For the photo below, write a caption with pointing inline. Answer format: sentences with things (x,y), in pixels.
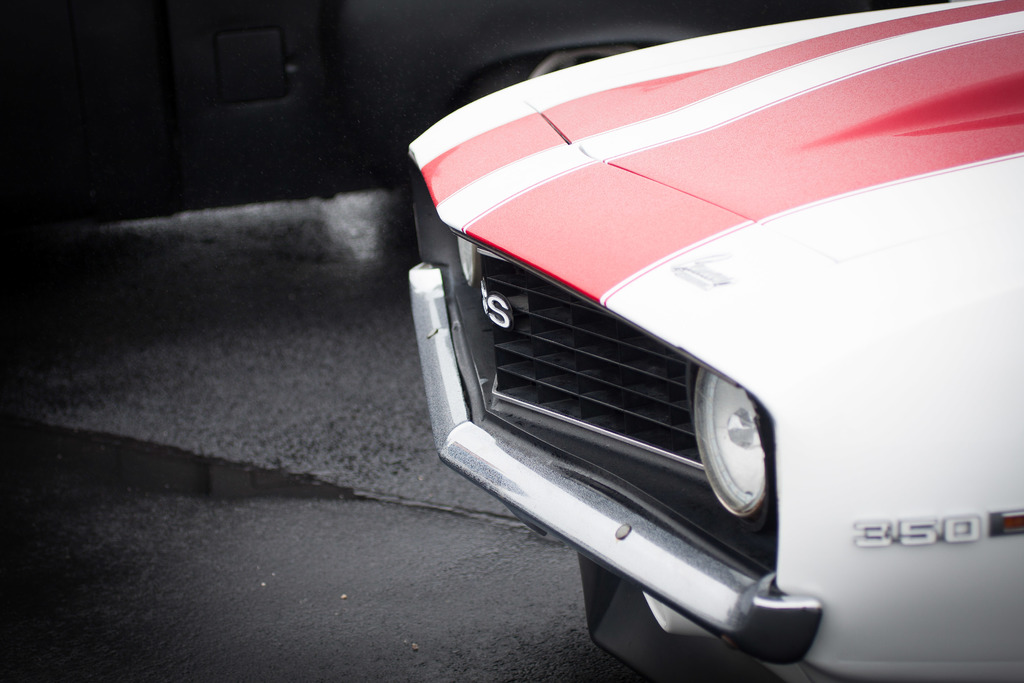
In this image we can see the front part (737,274) of the car (864,278). There are two headlights (735,482) and a bumper (567,504) to it.
